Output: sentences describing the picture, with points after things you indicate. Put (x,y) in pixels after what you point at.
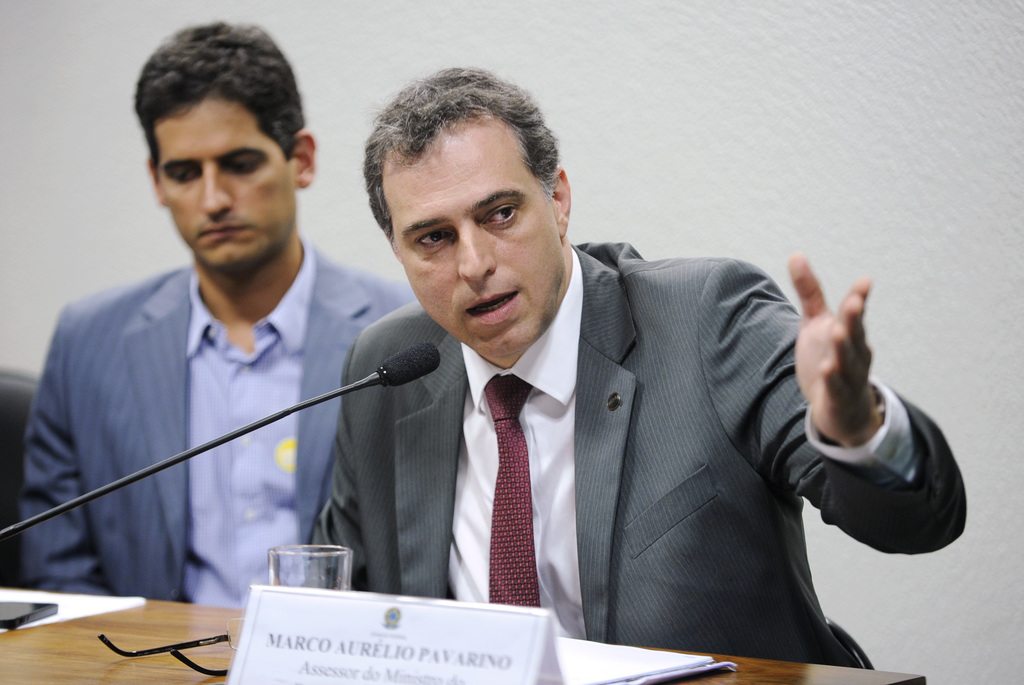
Here in this picture we can see two men (434,389) sitting on chairs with table (12,649) in front of them having papers (10,597), mobile phone (37,609), spectacles (241,630) and glass (310,559) and a name board (296,607) present on it over there and we can also see a microphone (1,532) present on the table (1,641) over there and the person (627,359) in the front (628,373) is speaking something in the microphone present in front of him over there.
